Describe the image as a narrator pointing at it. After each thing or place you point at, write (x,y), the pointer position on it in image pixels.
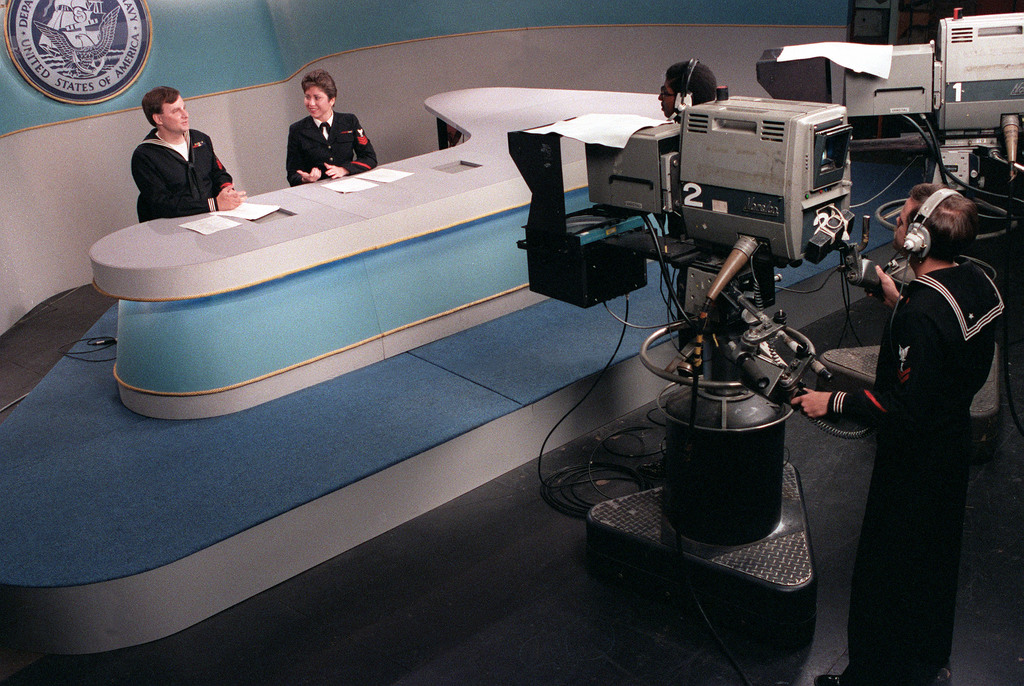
In this image I can see people (297,144) among them some are standing and some are sitting. Here I can see a table (409,210) on which there are some papers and other objects (288,213) on it. Here I can see machines (791,236) and other objects (866,379). In the background (613,20) I can see a wall (413,36) and some object (98,54) attached to it.
